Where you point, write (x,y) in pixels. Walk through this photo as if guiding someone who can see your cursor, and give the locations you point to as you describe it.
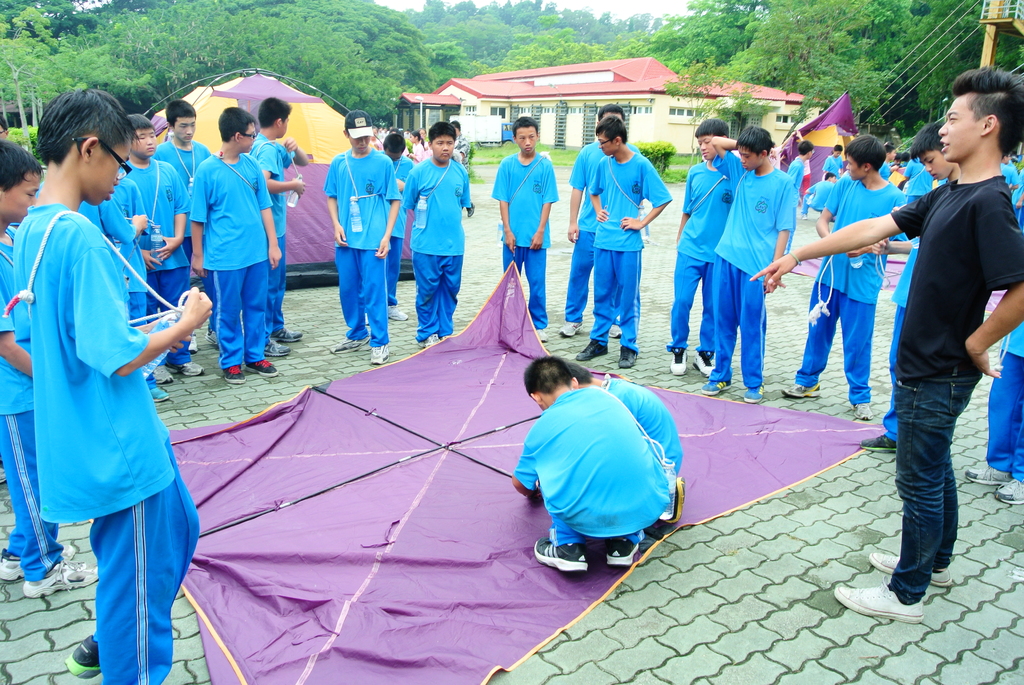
In the foreground of the picture (65,267) there are people (65,267) making tent (305,428). In the center of the picture (347,313) there are people (349,125), plants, grass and tents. In the background (588,105) there are trees (651,45), house (543,107) and other objects (997,11).
